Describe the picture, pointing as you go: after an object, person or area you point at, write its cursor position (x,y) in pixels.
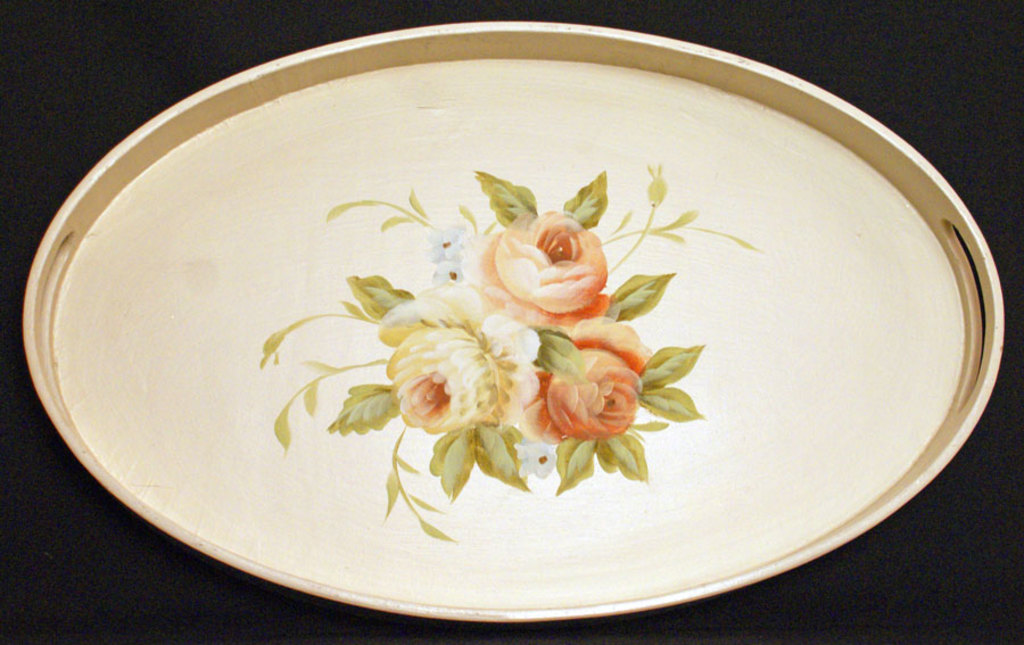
In this picture, we can see tray (412,204) with some design (420,380) on it, and we can see the dark background (117,109).
